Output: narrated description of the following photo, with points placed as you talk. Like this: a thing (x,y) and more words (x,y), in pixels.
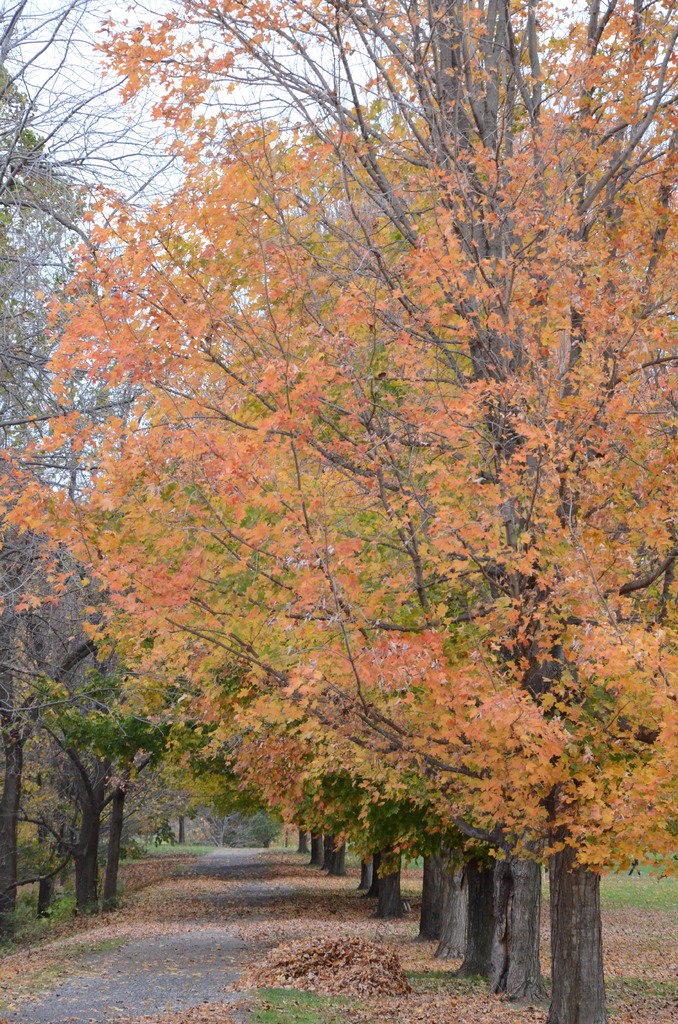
In this image I can see few trees (335,840) in green color and few trees (222,663) in orange color and I can see sky (137,104) in white color.
